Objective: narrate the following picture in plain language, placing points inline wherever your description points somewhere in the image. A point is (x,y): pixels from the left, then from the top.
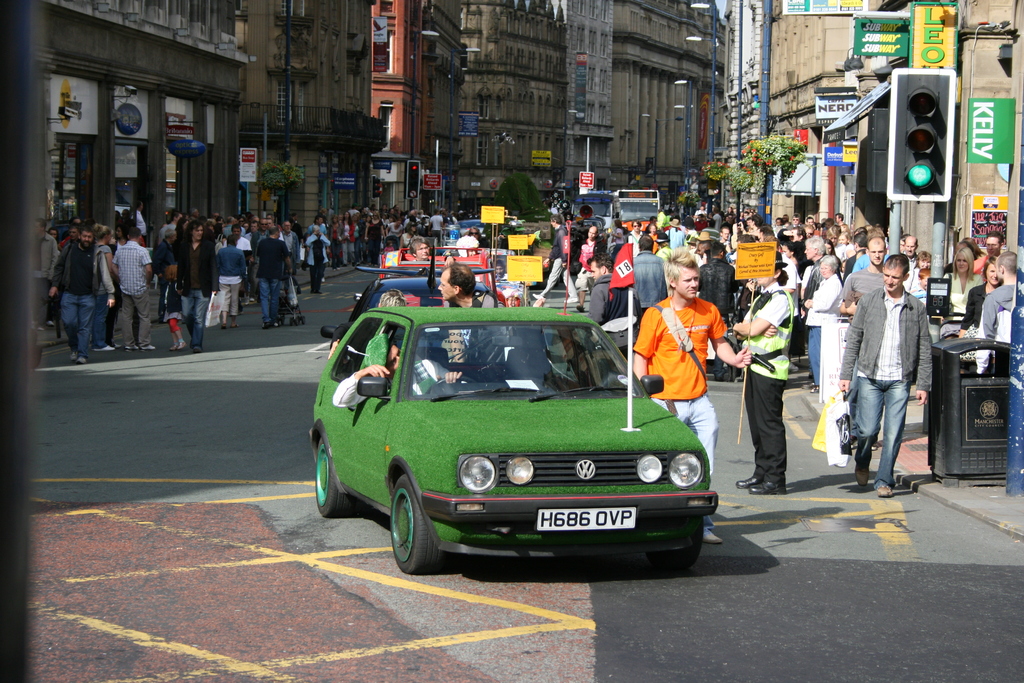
This picture is clicked in the city. In the middle of the picture (447,371), we see cars (374,291) moving on the road (259,552). On either side of the road (321,256), we see people (187,267) walking on the footpath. We even see buildings (496,125). On the right side (918,62), we see traffic signal (931,333), garbage bin (956,391) and hoarding boards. There are buildings (814,144) in the background (577,84).
